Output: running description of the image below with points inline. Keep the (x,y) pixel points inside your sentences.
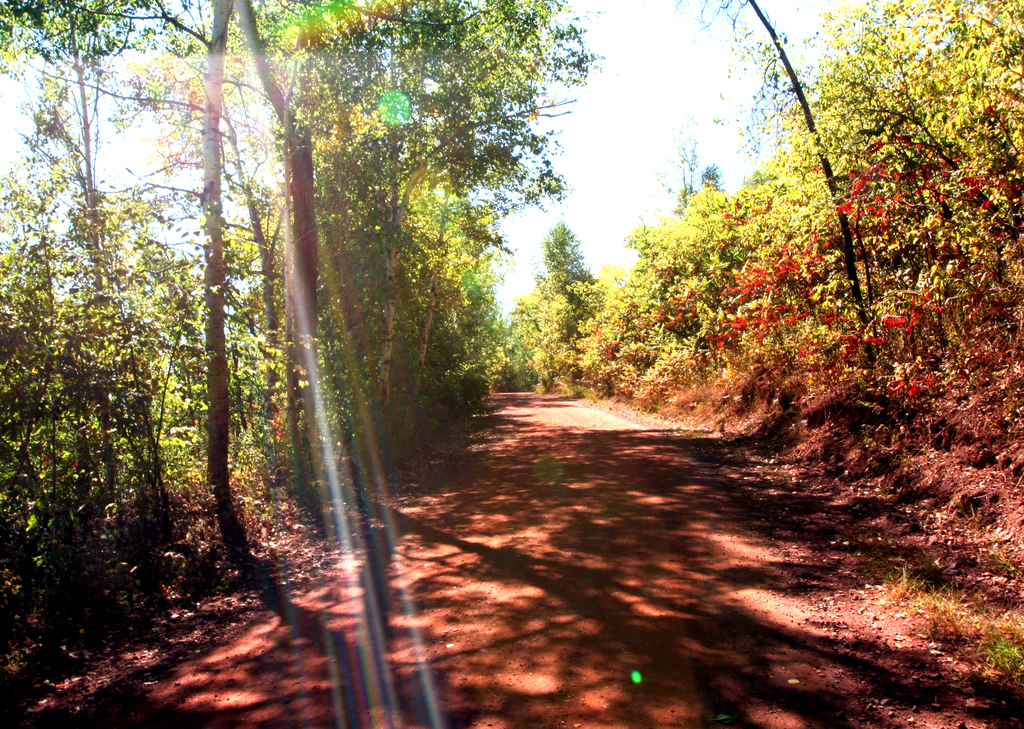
In this image there is a path (548,498). On both sides of the path (537,483) there are few plants (328,368) and trees (301,375) on the land (262,523). Background (673,93) there is sky (643,108).
